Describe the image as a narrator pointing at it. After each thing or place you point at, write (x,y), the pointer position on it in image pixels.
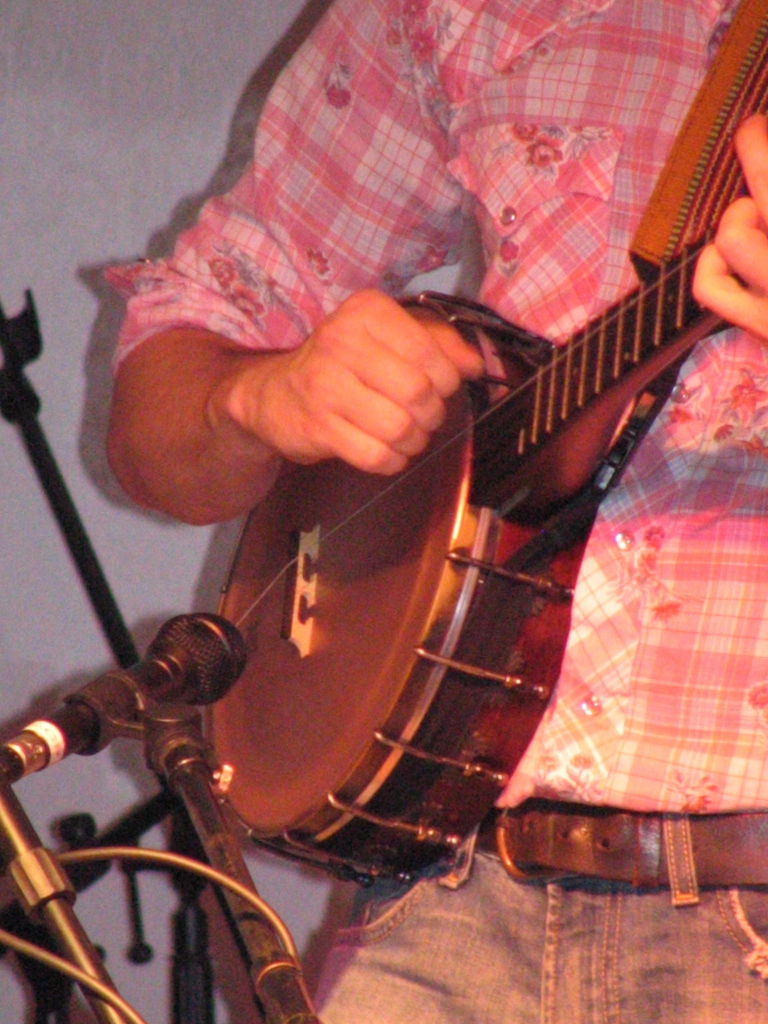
In this image I can see a hand (767,144) of a person (430,351) and a musical instrument (309,547). Here I can see a mic (218,621) in front of musical instrument (291,707).
